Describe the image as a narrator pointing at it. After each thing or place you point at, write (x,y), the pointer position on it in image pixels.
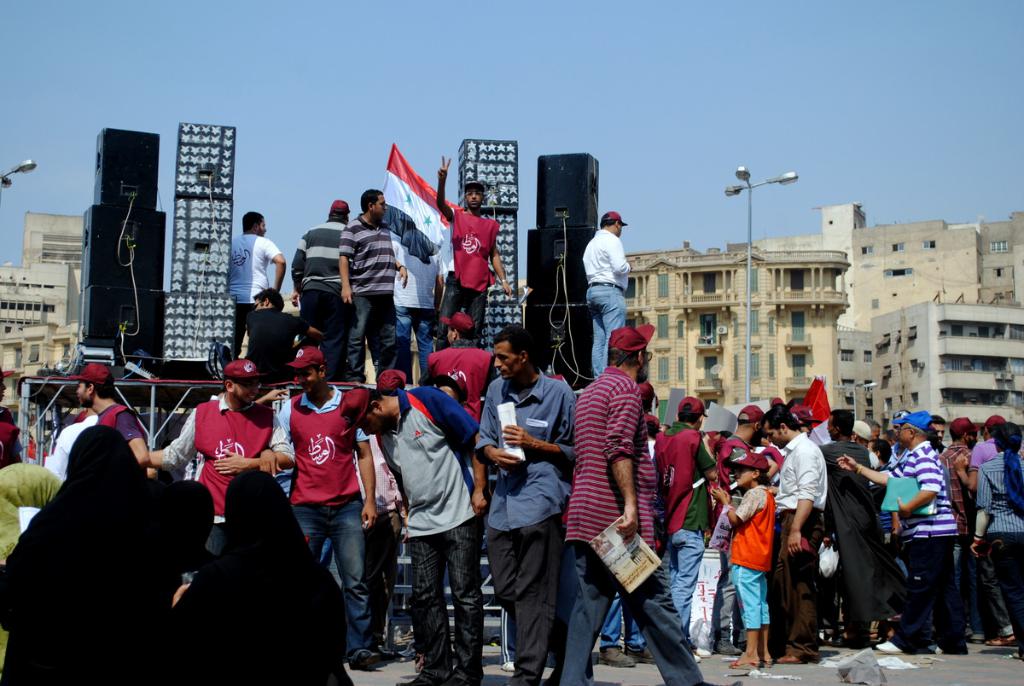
Here in the middle (445,313) we can see number of people (310,276) standing on the stage (345,383) over there and we can see speakers (178,213) and a flag post (420,211) present on the stage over there and in front of them on the road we can see number of people (744,466) standing and walking over there and we can see most of them are wearing caps (248,378) on them and behind them we can see light posts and buildings (780,319) present all over there.
